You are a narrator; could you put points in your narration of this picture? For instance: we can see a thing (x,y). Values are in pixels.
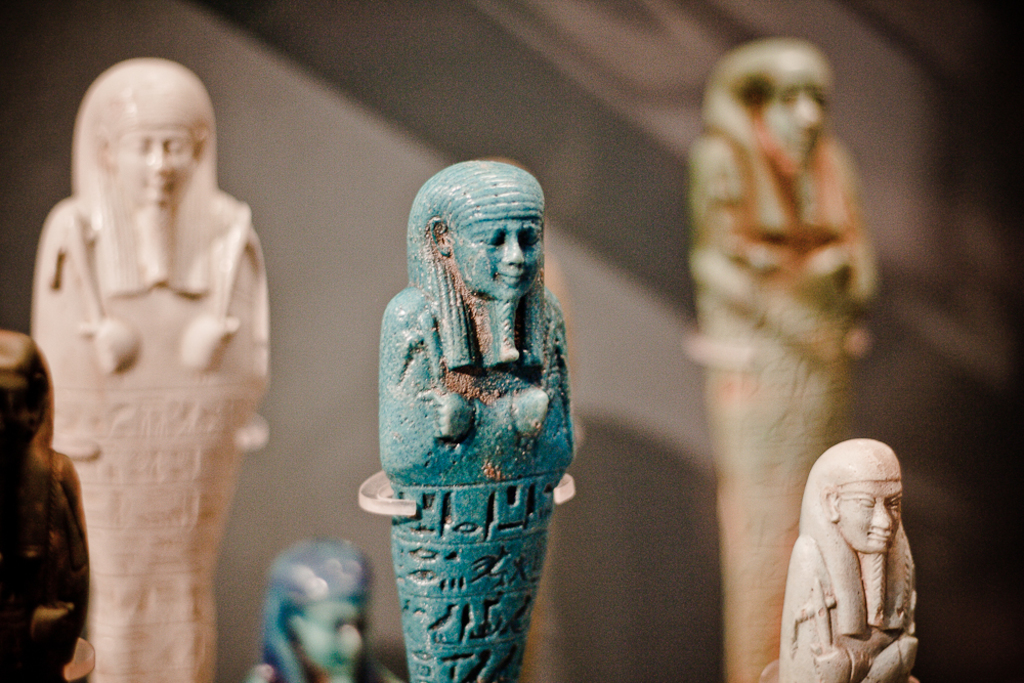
In this image we can see statues (395,522). In the background (263,109) there is wall (402,77).
